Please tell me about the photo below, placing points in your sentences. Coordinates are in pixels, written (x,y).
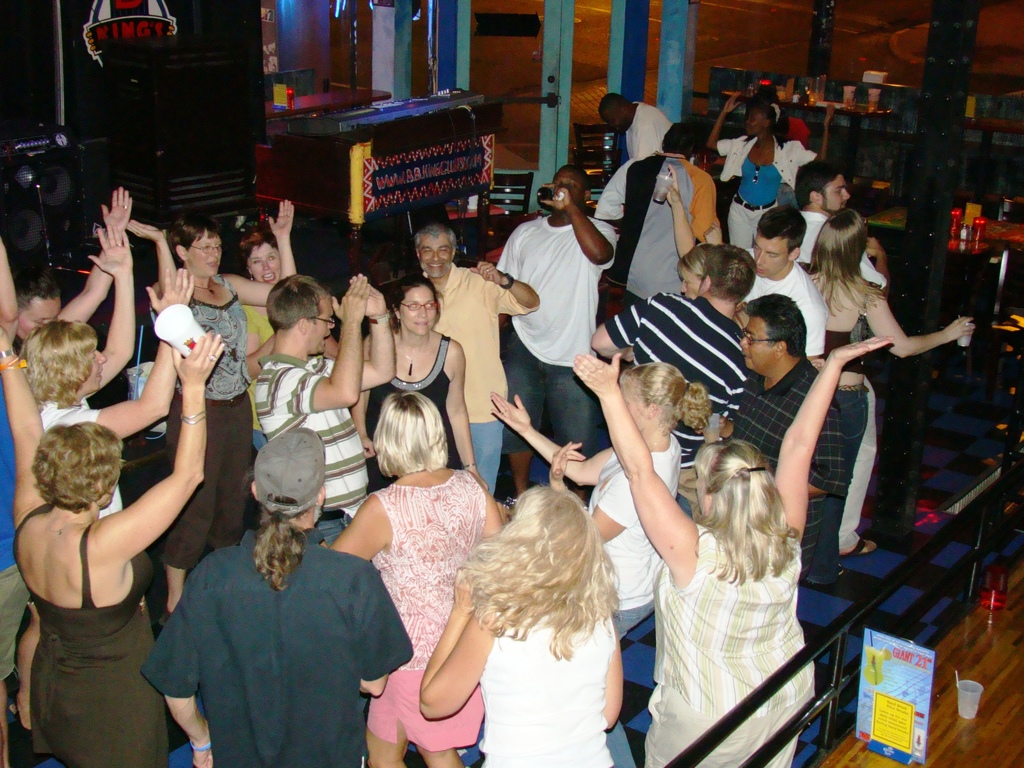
There are people (307,377), we can see railing (973,546). We can see board (918,693), glass (961,681) and objects (1002,574) on the table (970,754). In the background (390,121) we can see device (356,113) on the table (358,149), speakers (153,139) and door (511,89). Far there are things (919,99).
